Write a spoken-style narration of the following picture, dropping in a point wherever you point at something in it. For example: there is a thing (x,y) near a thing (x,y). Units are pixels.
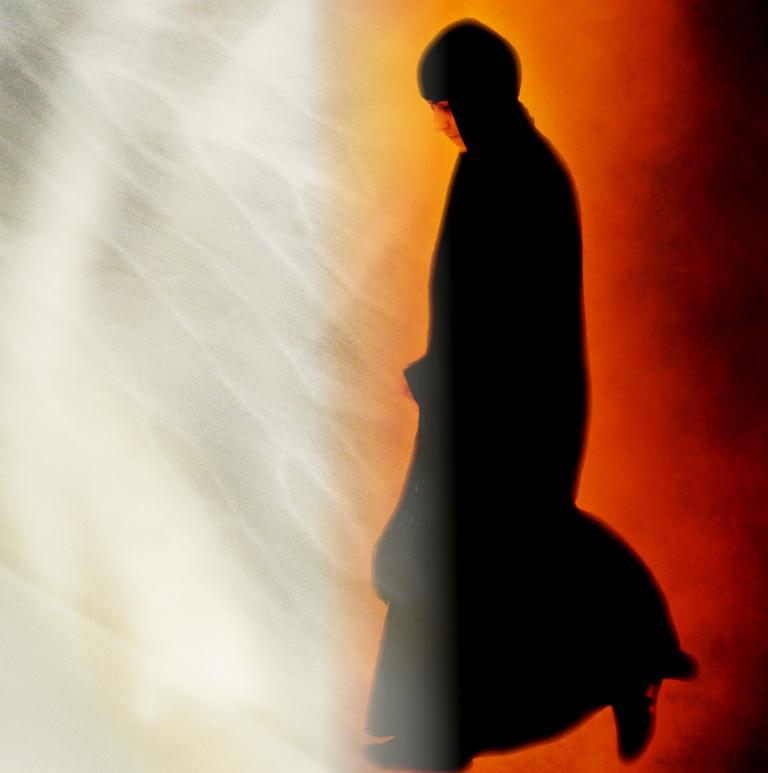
In this image we can see an edited picture of a person (489,278) wearing black dress (501,675).
